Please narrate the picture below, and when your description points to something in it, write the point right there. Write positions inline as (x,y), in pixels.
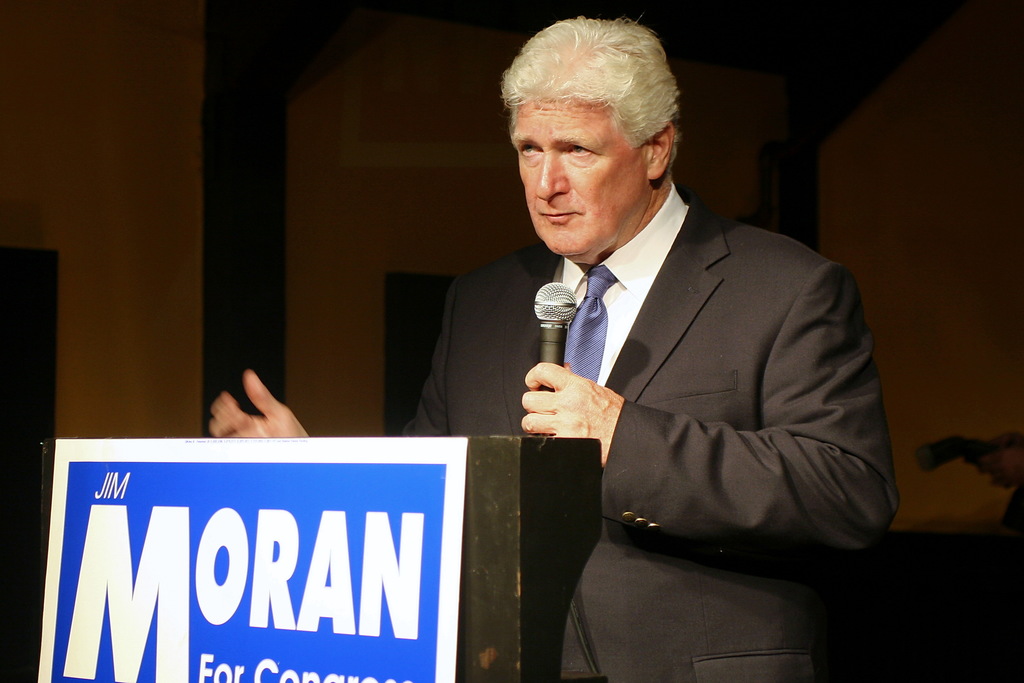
In this image we can see a person (521,339) holding a mic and standing near a podium (527,498). There is a board (140,480) on which there is some text (279,602). In the background of the image (869,175) there is wall (79,61).
